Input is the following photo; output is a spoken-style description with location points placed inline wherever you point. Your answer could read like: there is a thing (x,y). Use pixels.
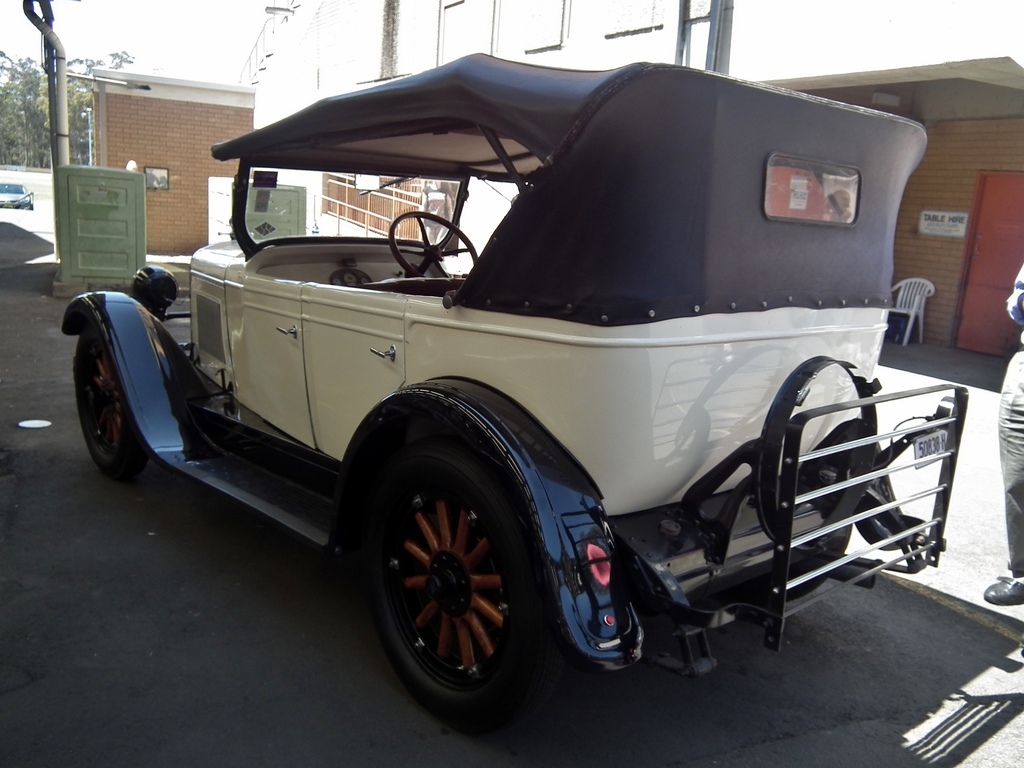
In this picture i see a car (392,358) and a human (1013,382) standing on the right (1009,284) and I see a building (708,60) and trees (71,82) and another car (30,192) on the left side (27,208) and I see a chair (923,291) on the right side (917,313).
